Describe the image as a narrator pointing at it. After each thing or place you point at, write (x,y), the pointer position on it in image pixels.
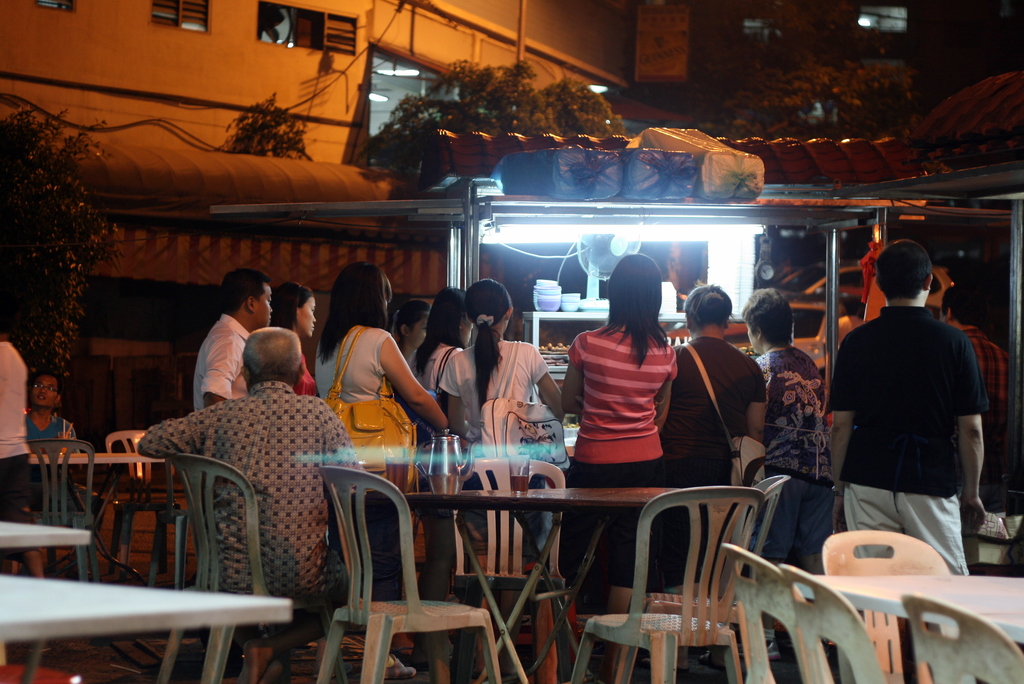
At the top (760,56) we can see building (608,56) with windows (409,66) and trees (386,145). Here we can see all the persons (620,363) standing near to the store (667,264). We can see few persons (234,437) sitting on the chairs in front of a table (511,502) and on the table (536,494) we can see a jar (454,468). We can see lot many empty chairs (685,588) and tables (564,601).
